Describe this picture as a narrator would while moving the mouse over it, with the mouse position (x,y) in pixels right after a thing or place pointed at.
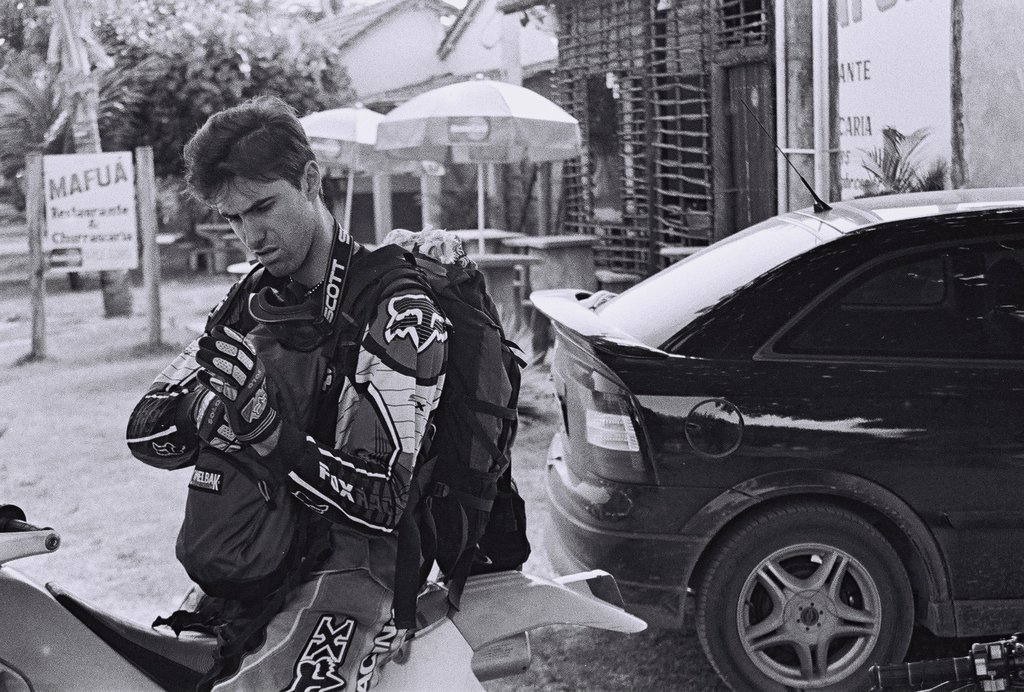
In this image I can see the person (158,389) sitting on the bike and I can also see few vehicles (730,362), background (237,78) I can see few umbrellas (337,121), trees (288,77) and buildings (656,92) and the image is in black and white.
